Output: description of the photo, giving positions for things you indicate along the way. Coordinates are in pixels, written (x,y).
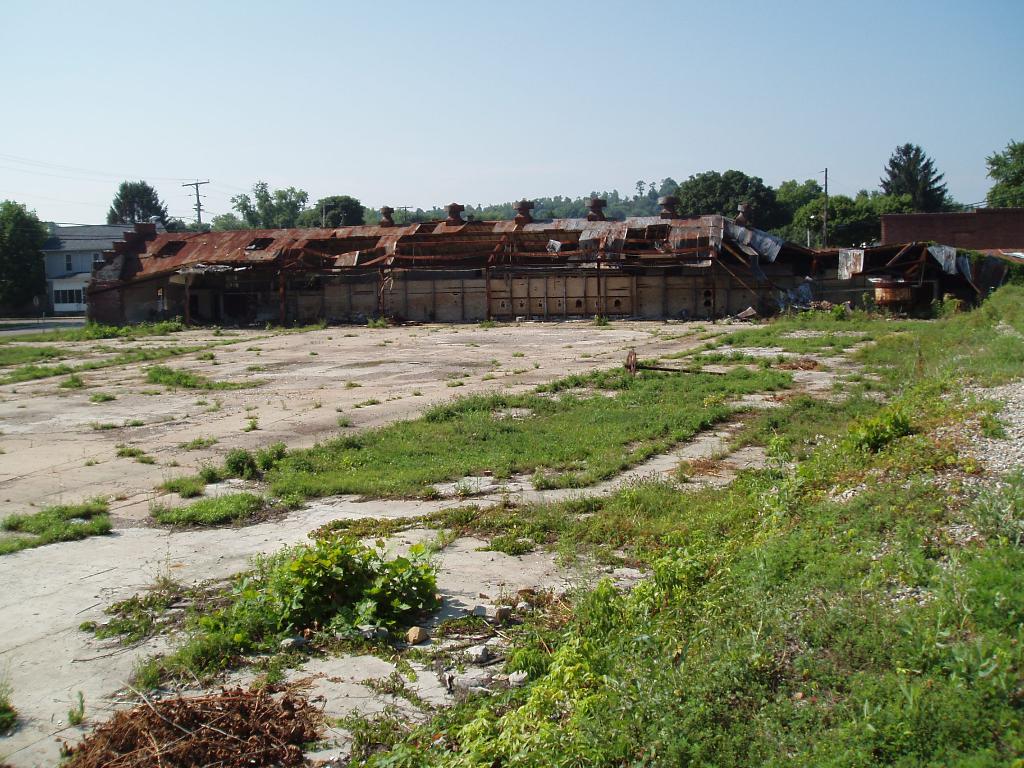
In this picture we can see grass (220,608), plants (217,624), houses (351,291), poles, trees (154,211), other objects (943,253) and the sky (433,205).
